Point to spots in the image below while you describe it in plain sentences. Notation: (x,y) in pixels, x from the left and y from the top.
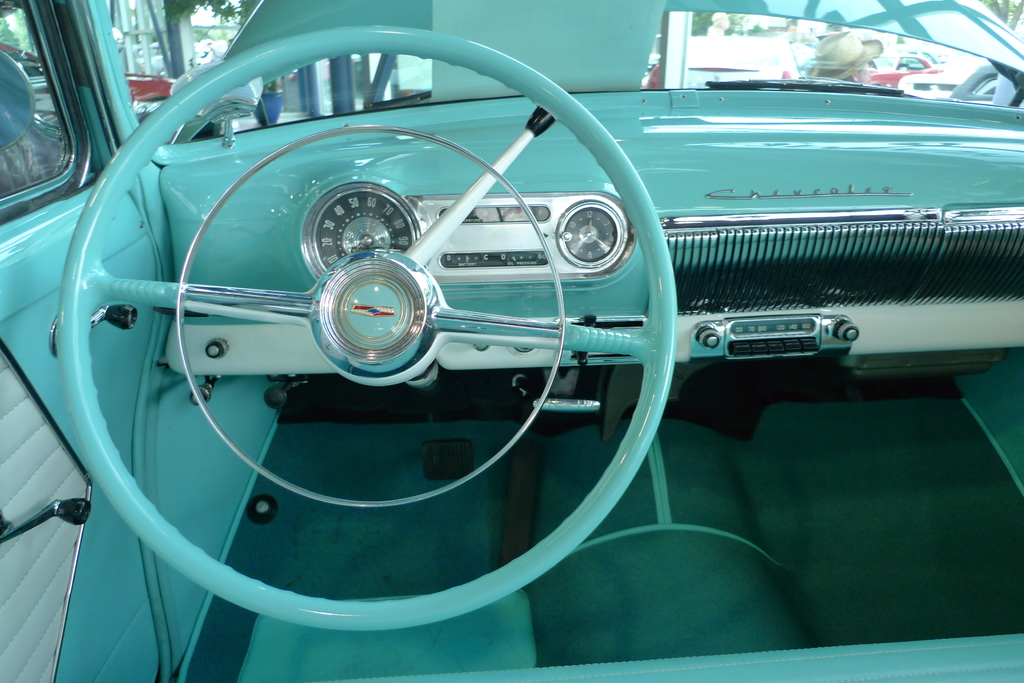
This is clicked inside a car (78,599), there is steering wheel (400,300) on the left side (92,311) and radio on the right side (761,320), the interior (108,211) of the car (73,305) is sea green color and in the front (808,53) there are few cars (729,49) on the road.
